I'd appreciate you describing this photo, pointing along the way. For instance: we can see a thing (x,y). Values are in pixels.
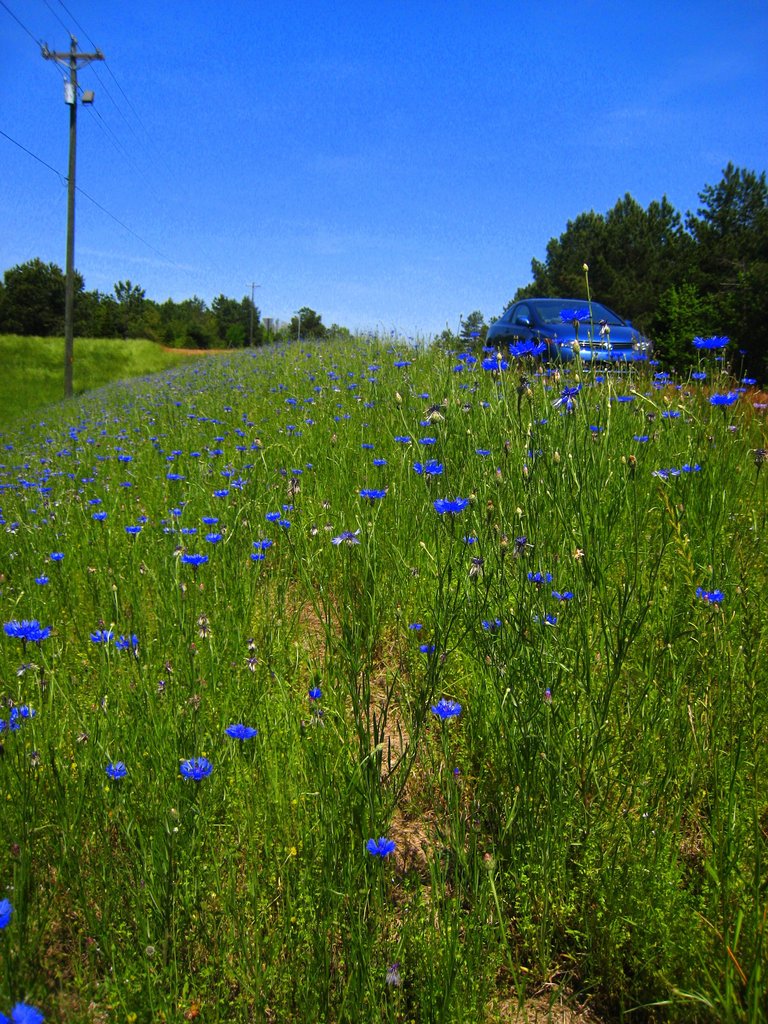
In this image at the bottom (430,752) there are some plants (365,588) and flowers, and in the center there is one car (595,338) and in the background (642,272) there are some trees (49,295). On the left side (72,289) there are some poles (252,312) and wires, and at the top of the image (280,164) there is sky (353,185).
